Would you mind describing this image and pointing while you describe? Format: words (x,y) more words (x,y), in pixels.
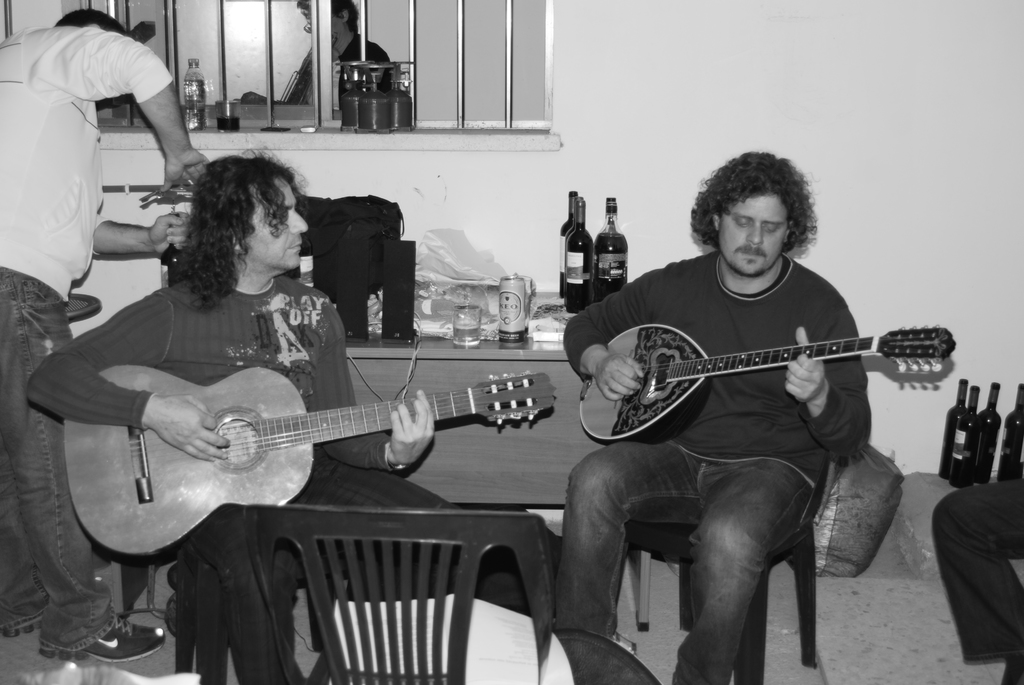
In front (694,267) side of image there are two persons (698,298) sitting on chairs (131,597) and playing guitar (203,495). Backside of them there is a table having bottles (610,301), glass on it. At the left side (121,633) there is a person (88,30) standing and removing the cap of the bottle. There is a window (316,119) at the back side (487,137). Back Side of window (460,62) there is a person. At the right side (944,496) a person leg (1023,530) is visible and four bottles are there beside to him.
